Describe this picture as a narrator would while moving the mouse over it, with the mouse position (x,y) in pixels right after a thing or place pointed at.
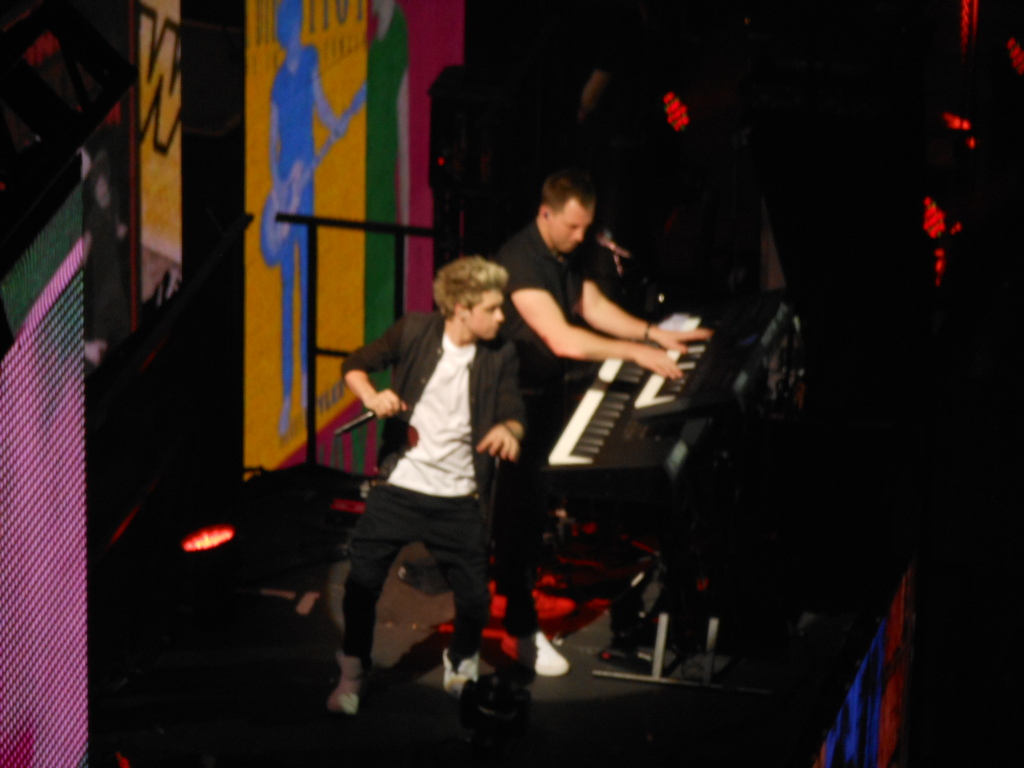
In this image a person (415,450) is standing and he is holding a mike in his hand (376,407). Behind him there is a person (555,343) playing piano (665,431). Left side (328,429) there is a wall (254,268) having painting (252,254) on it. A light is on the stage (232,599).
